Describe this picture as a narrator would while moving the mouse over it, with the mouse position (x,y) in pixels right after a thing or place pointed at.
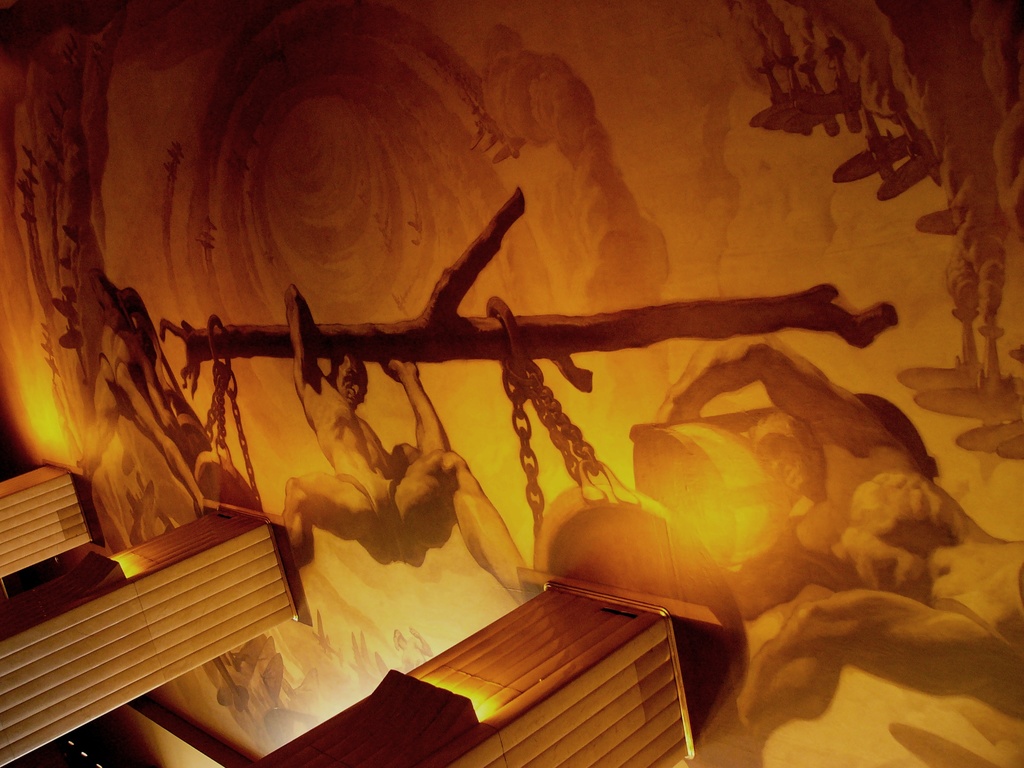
In this image I can see the wall (392,174), on which I can see a painting (157,244) and persons (346,425) holding trunk (440,344) of tree (433,333) and there are some lights (579,593) attached to the wall (855,569).
